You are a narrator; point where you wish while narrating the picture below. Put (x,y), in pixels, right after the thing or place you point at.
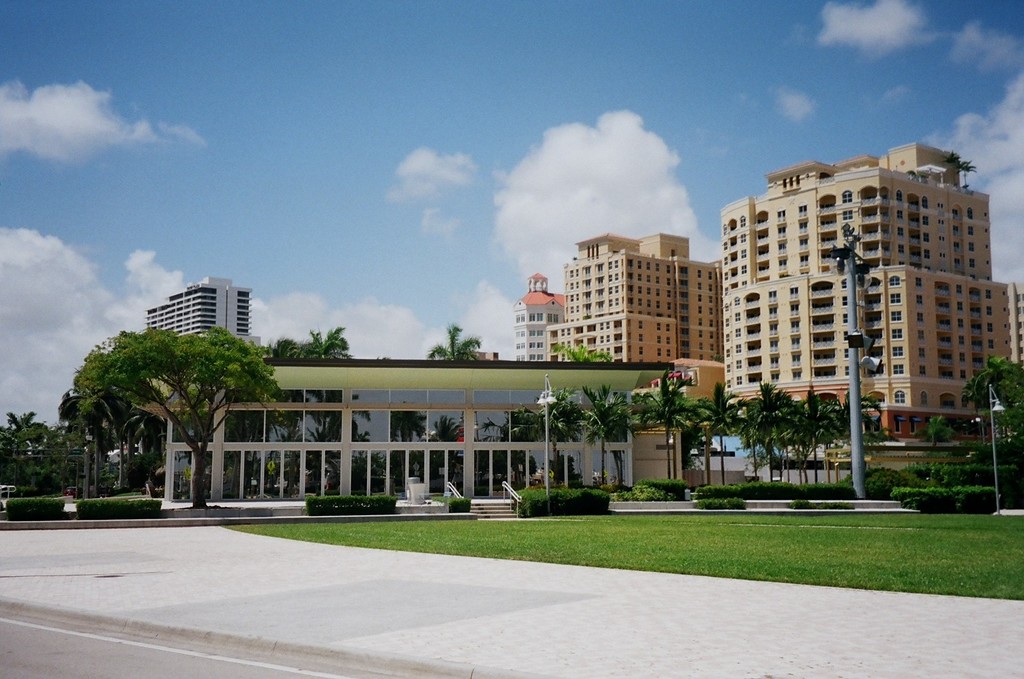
In this image we can see buildings (742,360), trees (772,389), plants (594,503), grass (686,518), road (24,636), and poles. In the background (99,221) there is sky (430,188) with clouds (584,188).
